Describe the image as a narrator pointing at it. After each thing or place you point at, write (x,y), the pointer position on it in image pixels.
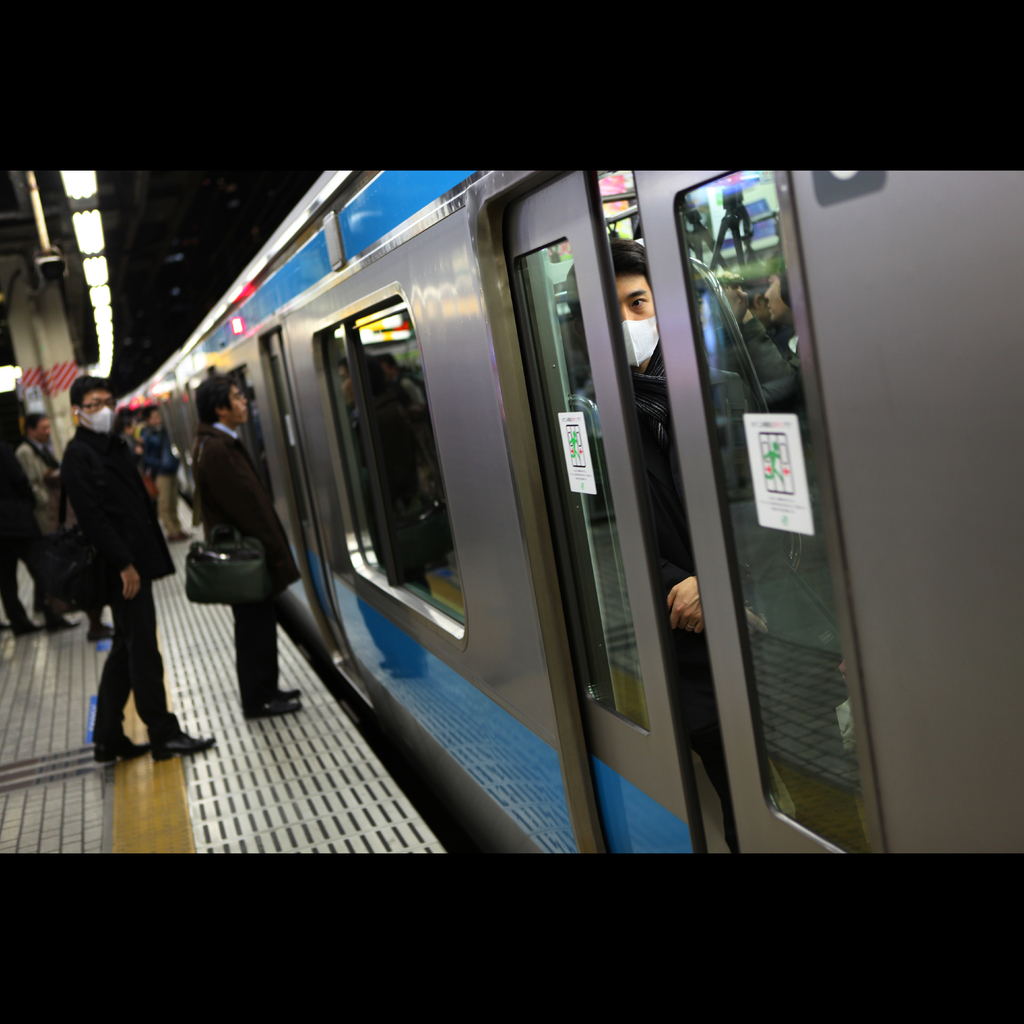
In the center of the image (563,510) we can see a train (712,437). Inside the train (557,588), we can see a few people (680,530). On the train (608,539), we can see the papers (574,469) with some symbols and some text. On the left side of the image (261,802), there is a platform (168,800). On the platform (63,805), we can see a few people (150,532) are standing. Among them, we can see a few people (152,562) are holding some objects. In the background (100,328) there is a wall (73,333), light (105,299) and a few other objects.
